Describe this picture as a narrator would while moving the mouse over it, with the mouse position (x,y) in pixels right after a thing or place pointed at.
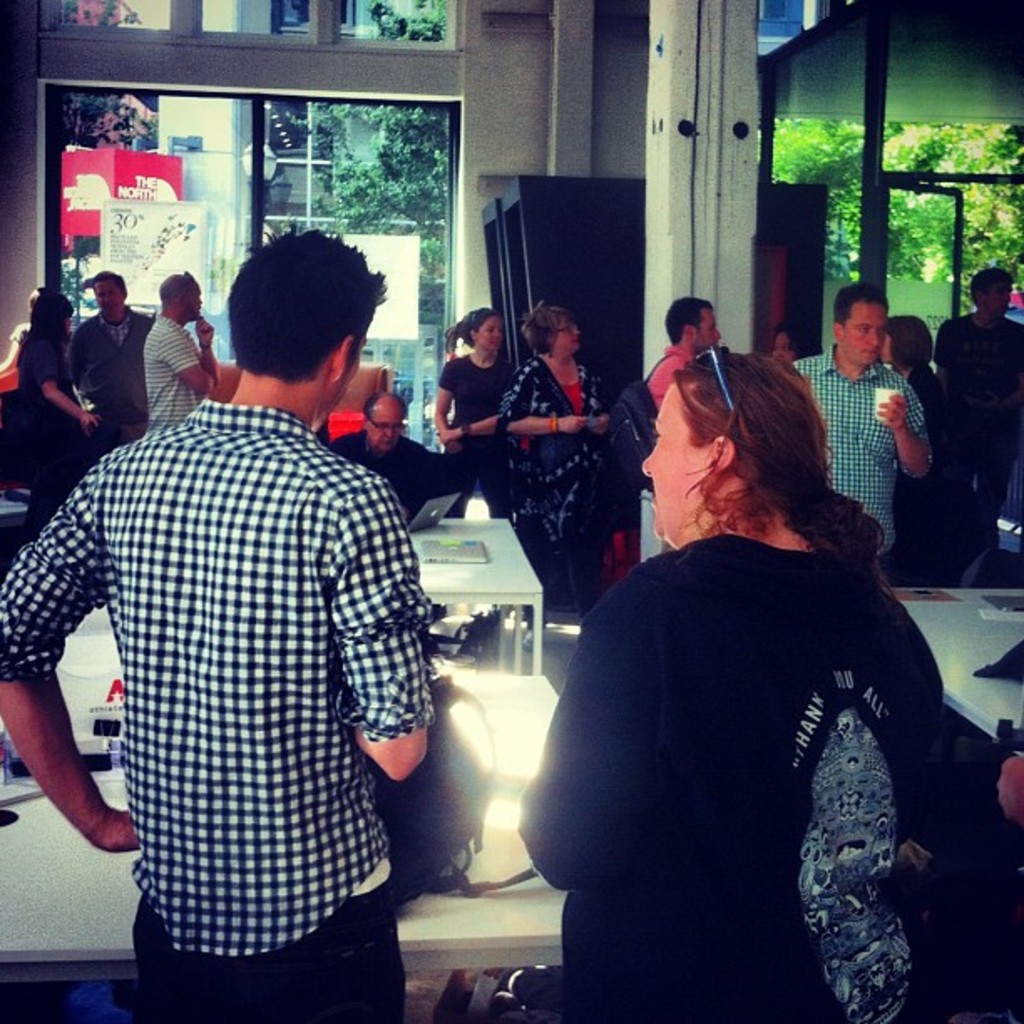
In this image I can see few people (494,418) are standing and one person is holding the cup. I can see the laptop (447,498) and few objects (440,551) on the tables (447,537). Back I can see the glass door (224,196), trees (842,126) and boards (178,216).
